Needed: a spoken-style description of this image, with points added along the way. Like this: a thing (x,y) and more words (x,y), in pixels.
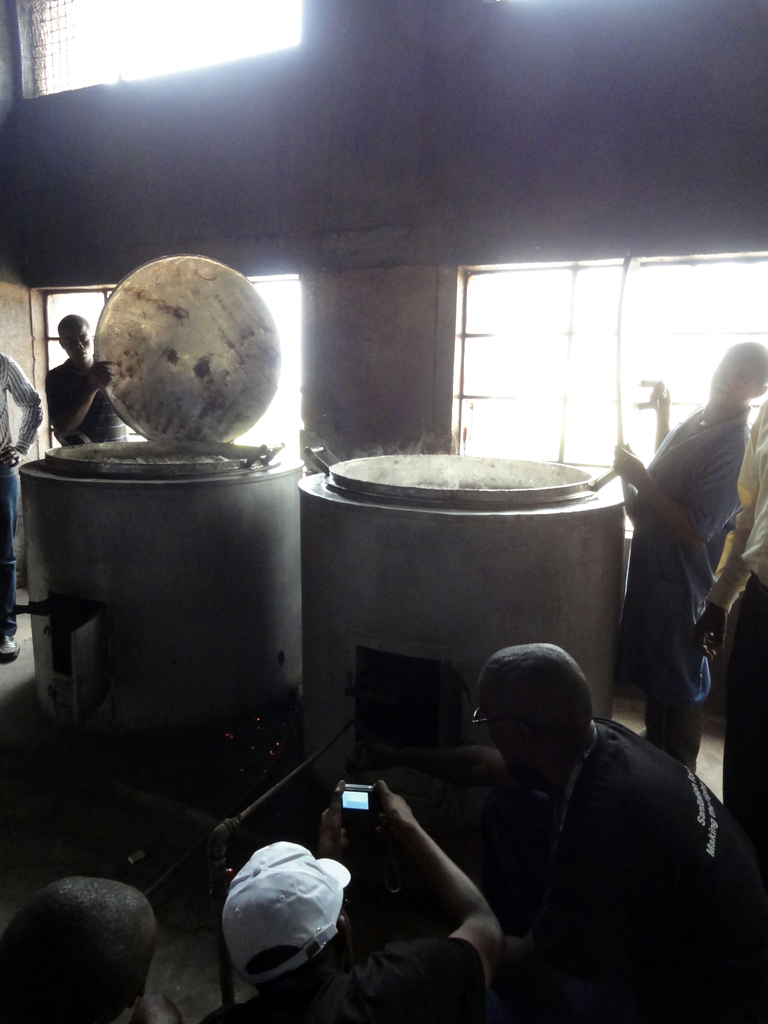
In the foreground (318,980) there are three persons (340,923), one person (310,946) is taking picture of the tin (594,618). In the middle of the image (388,545) two tins (556,642) are there and beside every tin (540,555) one person (643,466) is standing. On the top (180,34) there is only one ventilator (213,37).
